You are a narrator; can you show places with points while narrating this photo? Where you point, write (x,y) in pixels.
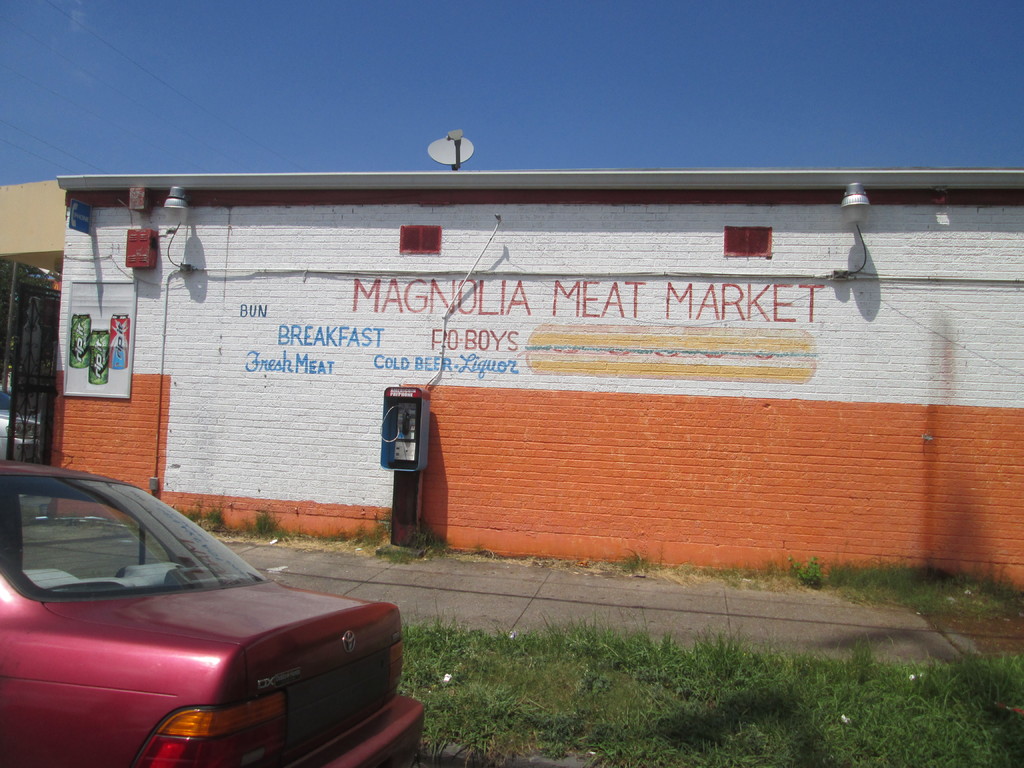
In this picture we can see a car (136,544) on the ground (414,679), grass (528,729), wall (464,209) with a painting (492,364) on it and in the background (350,97) we can see the sky (428,118).
